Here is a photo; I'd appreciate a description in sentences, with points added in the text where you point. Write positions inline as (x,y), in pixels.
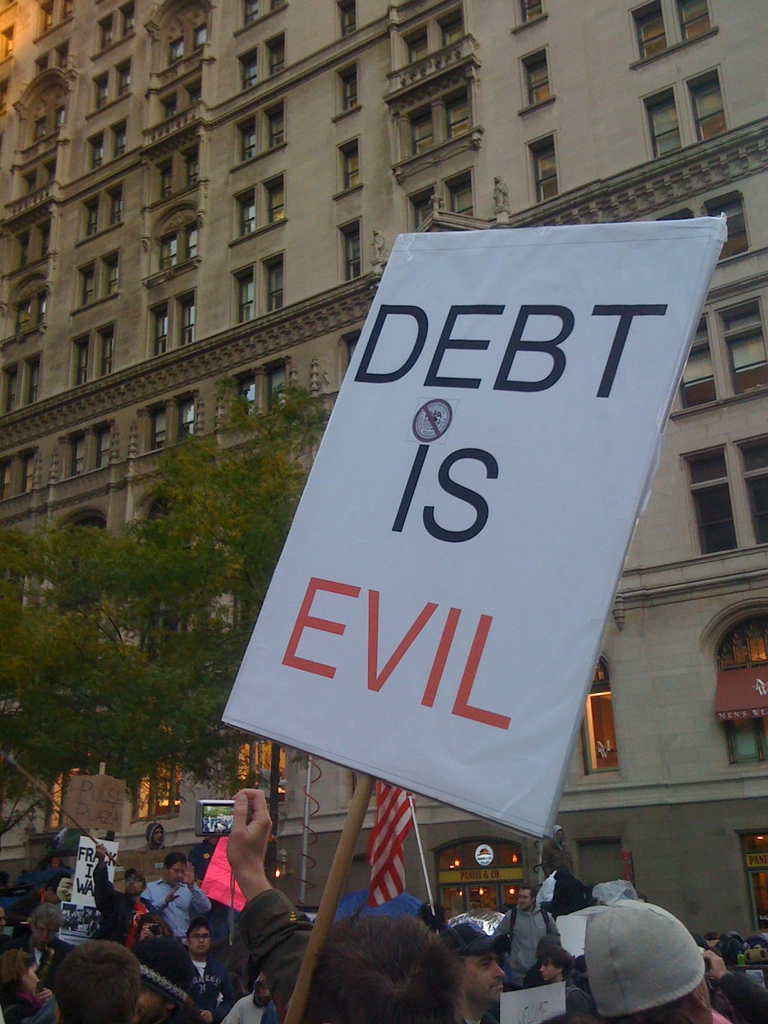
In this picture we can see few people (342,1009). We can see few posts (96,930) and a flag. There is a building (155,331) and few trees (281,441). We can see a pole (76,822) and a wire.
